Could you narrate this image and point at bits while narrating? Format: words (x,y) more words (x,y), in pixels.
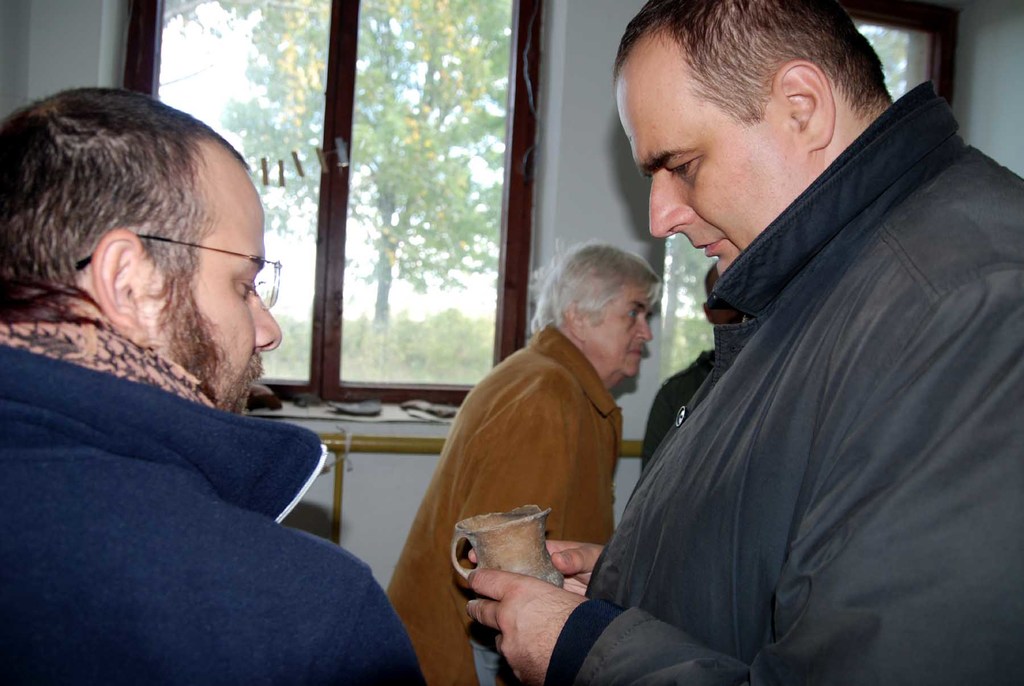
In this picture we can see a person (662,522) holding a cup (513,520) on the right side (695,523). There is a man (254,616) on the left side (133,541). We can see another person (622,328) at the back (548,424). We can see a few glass windows (331,352). Through these windows (350,132), we can see a few trees (390,239) in the background (425,245).
